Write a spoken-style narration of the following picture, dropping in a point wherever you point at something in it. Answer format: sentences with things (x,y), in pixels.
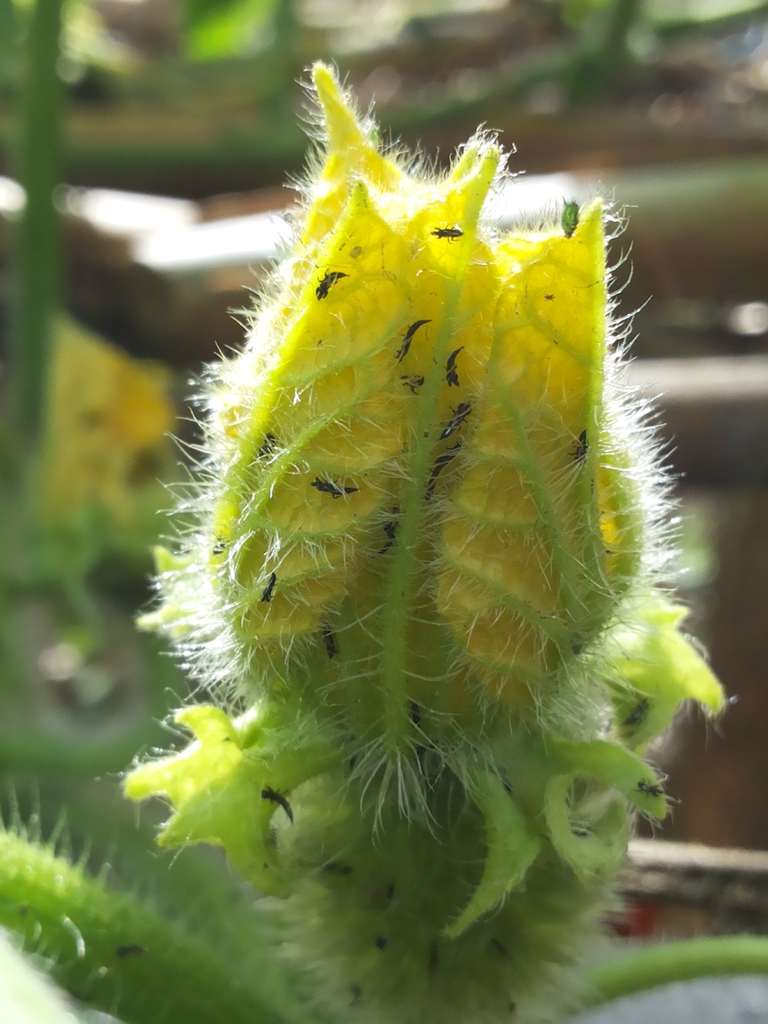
In this image we can see a flower (392,610).
